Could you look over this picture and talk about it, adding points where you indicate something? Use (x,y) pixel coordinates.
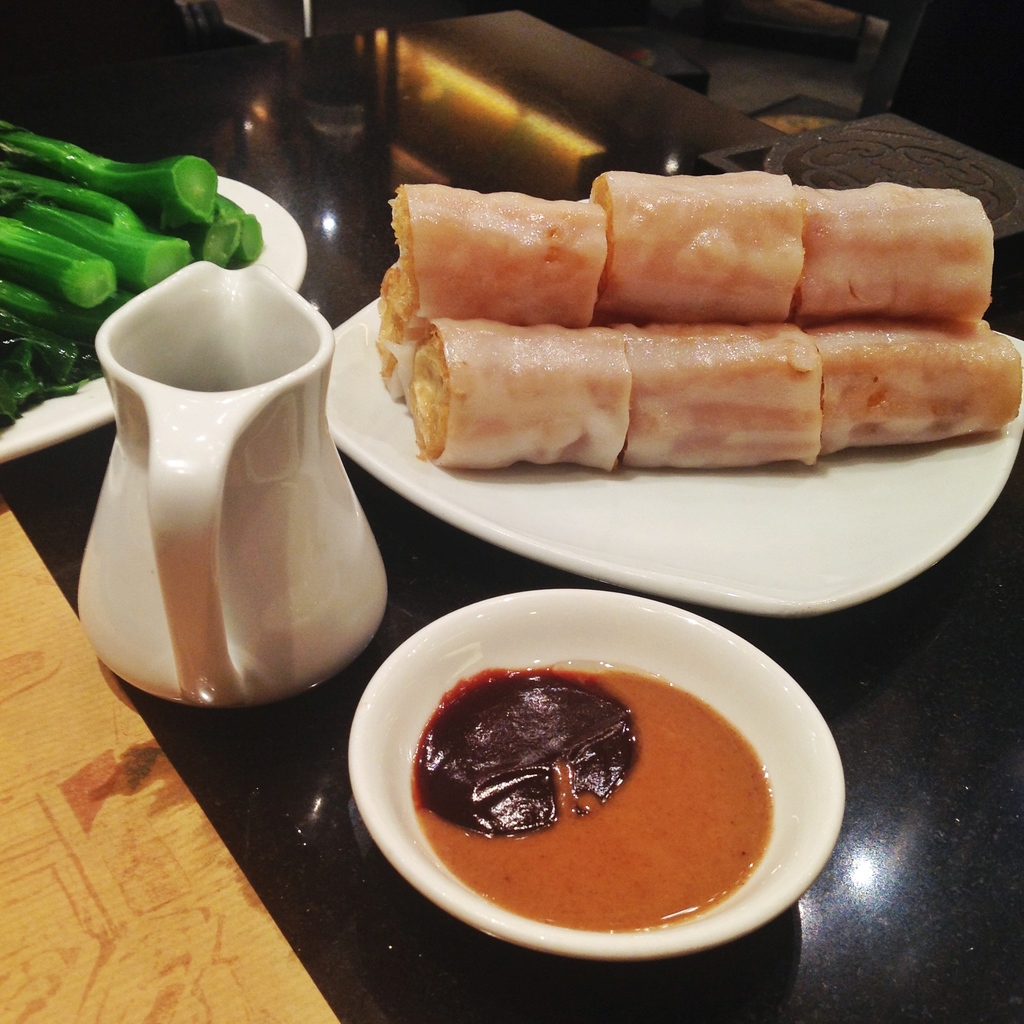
In this image we can see food items (527,398) in a plate (667,485). There is a bowl (436,653) with some sauce (665,830) in it. There is a jar (221,619). There is a another plate (166,258) with food items (141,289) on the black color surface (74,490).
